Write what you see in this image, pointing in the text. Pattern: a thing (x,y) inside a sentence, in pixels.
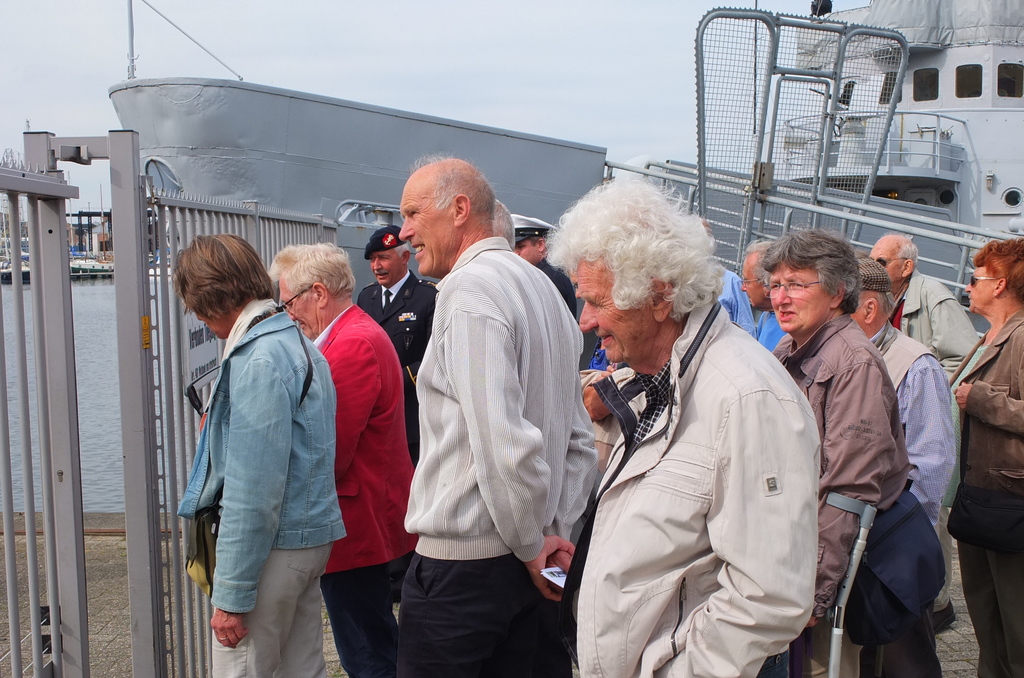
In this image I can see group of people (541,435) are standing among them some are wearing uniforms (404,290). In the background (351,135) I can see boats (82,267) and a ship (297,174) on the water (83,306). Here I can see fence (155,275) and the sky (113,126).
